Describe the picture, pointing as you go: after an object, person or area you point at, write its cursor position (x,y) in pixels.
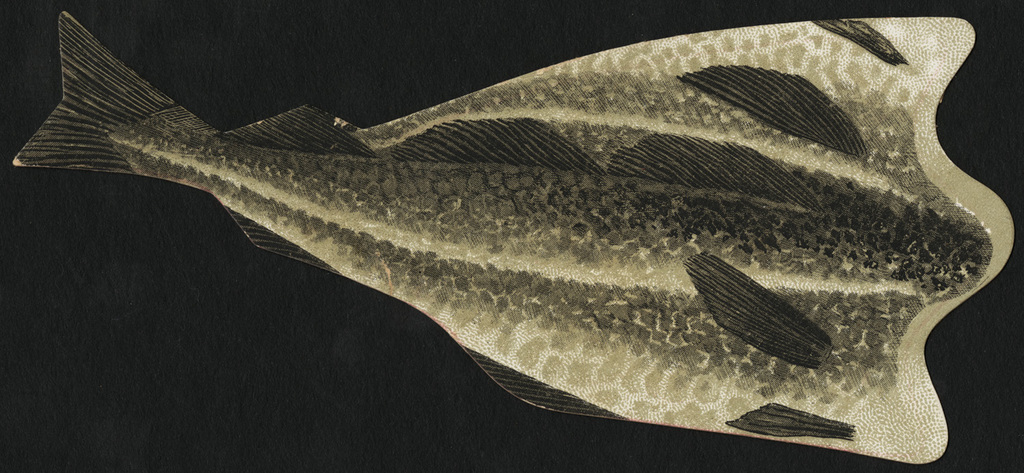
In this there is a fish (608,220).
